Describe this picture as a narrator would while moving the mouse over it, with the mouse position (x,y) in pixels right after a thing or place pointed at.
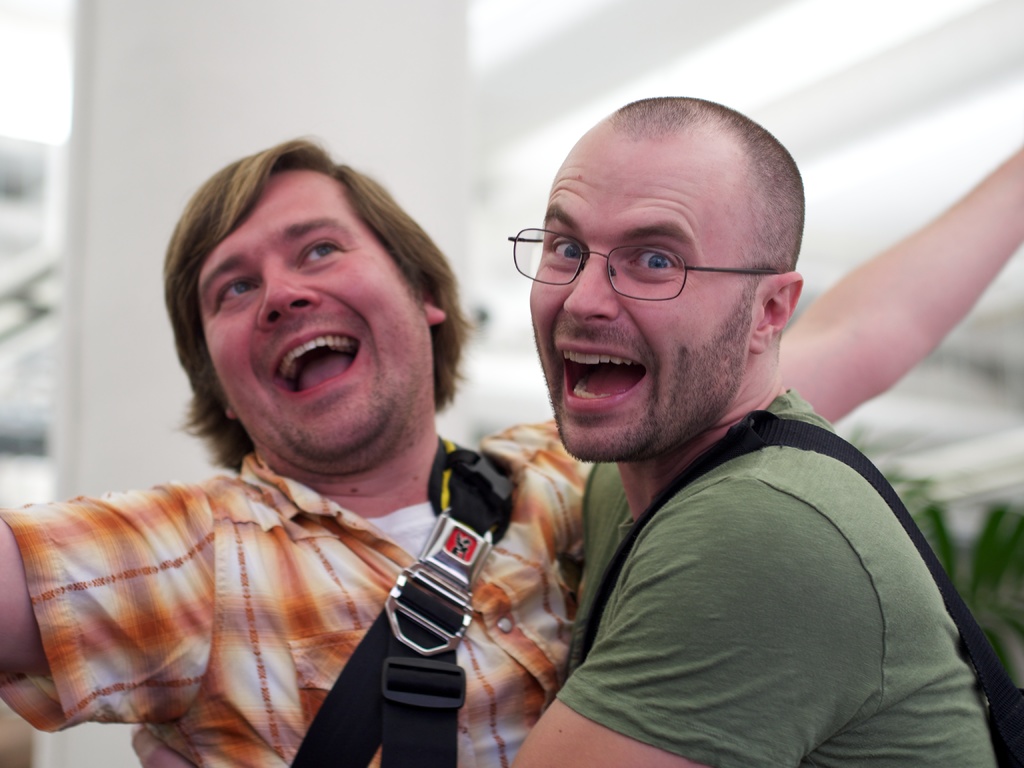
In the image in the center (535,289), we can see two persons (945,688) are standing and they are smiling, which we can see on their faces (629,178). In the background (507,335) there is a wall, pillar (70,232), roof (514,20) and a few other objects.
